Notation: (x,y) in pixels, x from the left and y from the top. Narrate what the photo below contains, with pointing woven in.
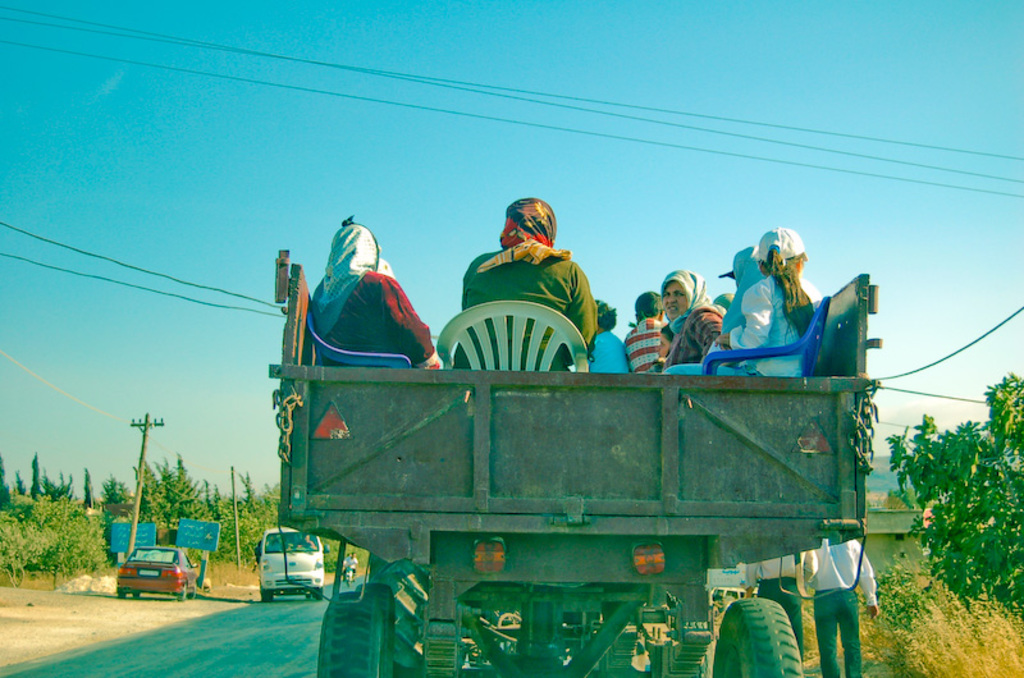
In this picture we can see some women (428,357) sitting in the truck (487,475), which is moving on the road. Behind we can see some trees (78,522) and cars (184,572) are parked on the roadside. On the top (373,156) we can see the sky (391,201).
